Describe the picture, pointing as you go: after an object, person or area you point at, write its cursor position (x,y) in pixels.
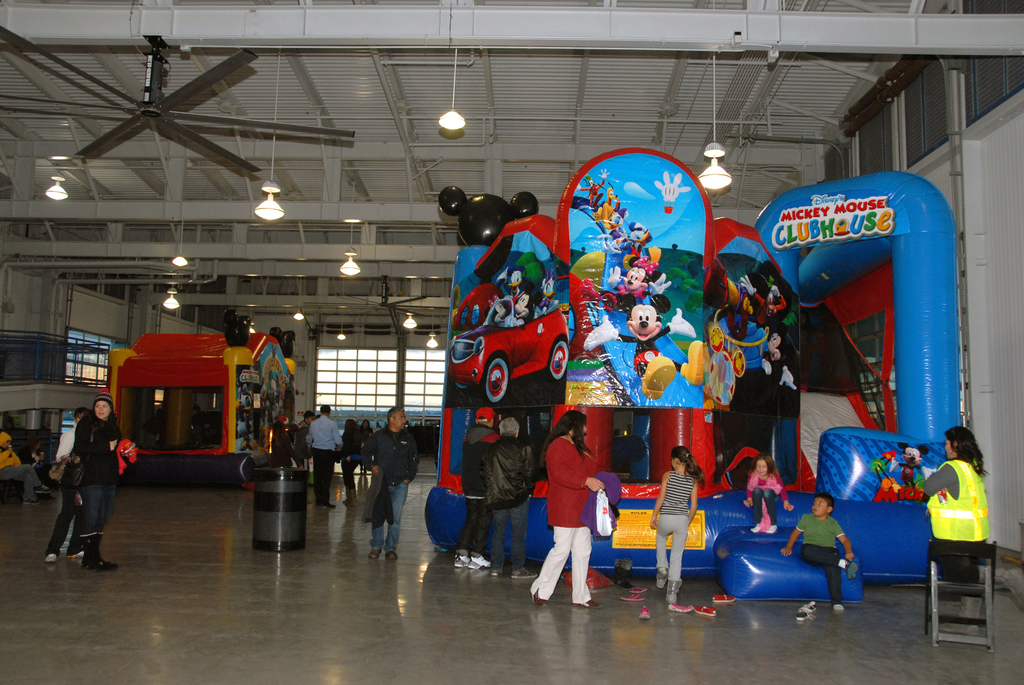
This image consists of many people (567,510). It looks like a kid zone (663,446). At the bottom (310,571), there is a floor (326,568). At the top (284,114), there is a roof (309,151) and there are lights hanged to the roof (257,152). To the right (1000,405), there is a wall (999,311).
